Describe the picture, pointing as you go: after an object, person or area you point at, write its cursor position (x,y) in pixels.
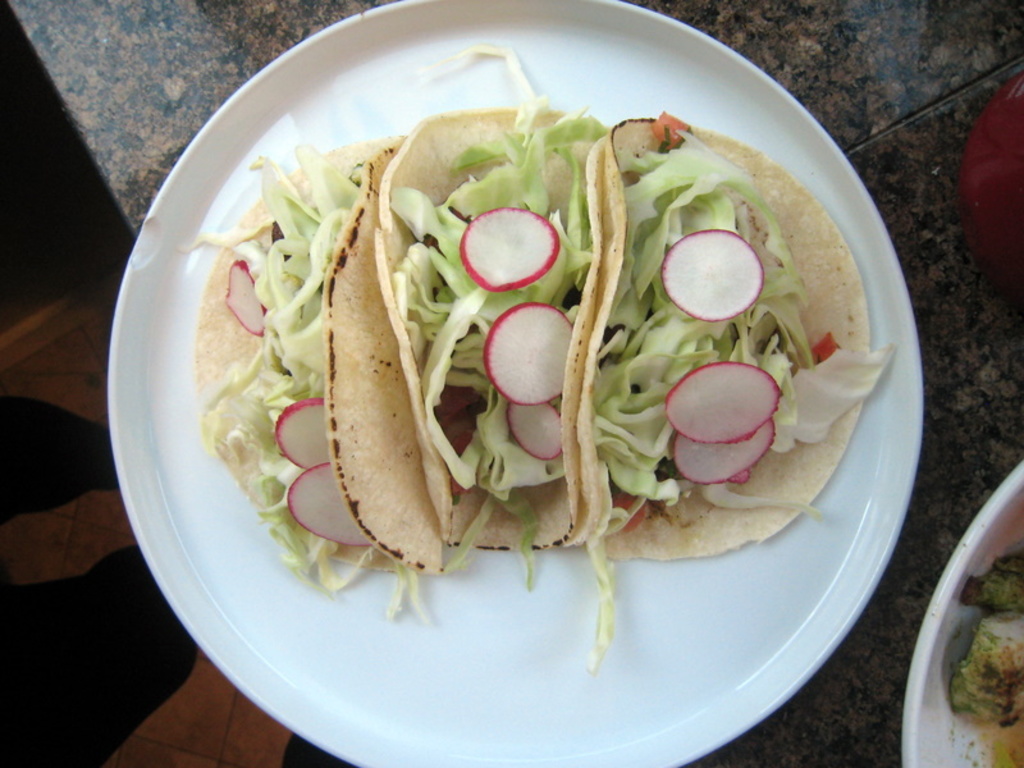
There is a white plate (412,73) on a surface (937,446). On the plate (831,534) there is a food item (413,369). On the food item (355,365) there are pieces of cabbage (444,371) and some other things (512,371).
